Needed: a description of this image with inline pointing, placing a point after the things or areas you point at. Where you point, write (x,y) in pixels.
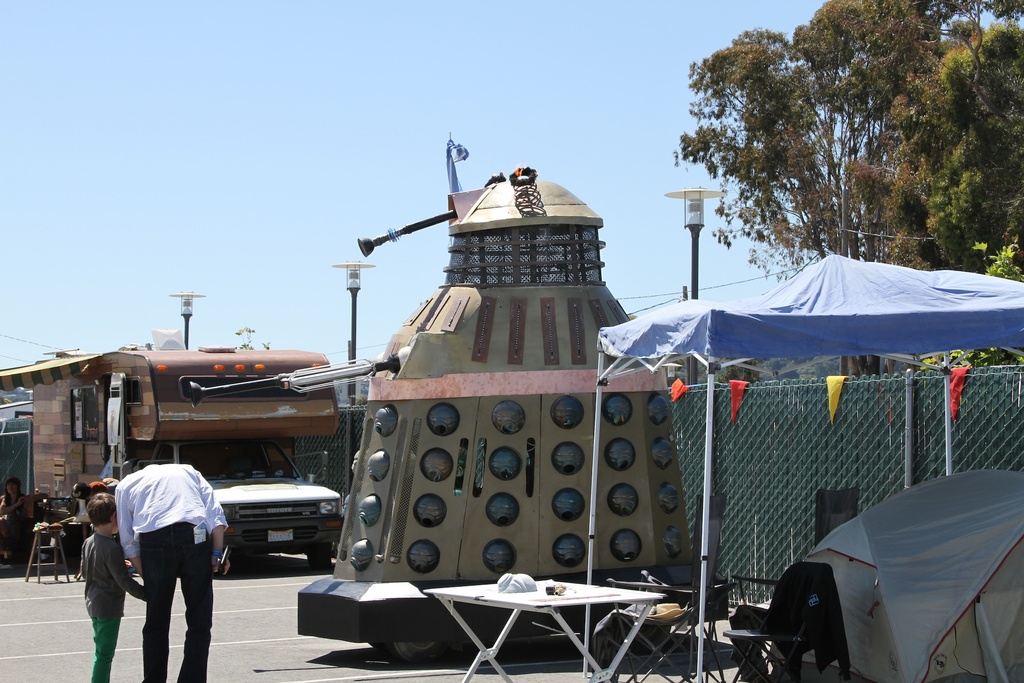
This picture is clicked outside the city. Here, we see vehicle (603,432) and in front (195,668), the man (157,659) and the boy (97,598) are standing on the road (256,633). On the right bottom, we can see a blue color tent (816,308). Under the tent (883,317), we can see chair (779,638) and behind the tent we see fence (793,448) and behind the fence (780,438), we see a tree (877,109) and sky (537,127). On the left corner of this picture (8,500), we see woman (17,512) sitting on the chair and beside her, we see a vehicle (127,426) or a van (239,441) parked on the road (21,573).
